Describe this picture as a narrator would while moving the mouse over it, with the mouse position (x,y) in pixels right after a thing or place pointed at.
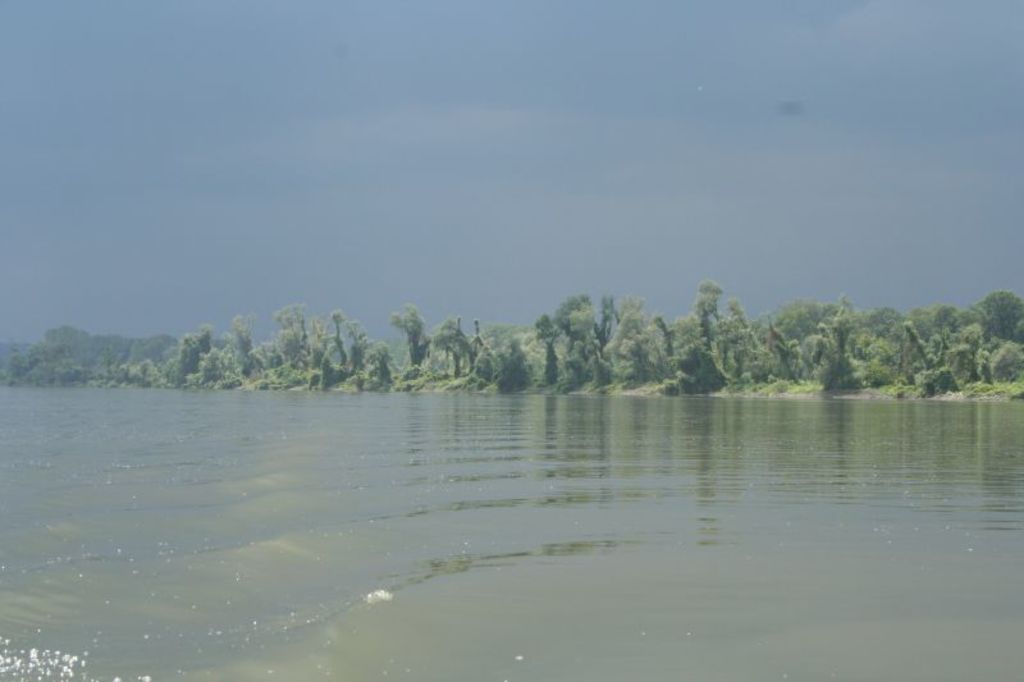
In this image I can see water (1000,404) and there are trees (470,355) at the back (530,351). There is sky (459,147) at the top (445,204).
